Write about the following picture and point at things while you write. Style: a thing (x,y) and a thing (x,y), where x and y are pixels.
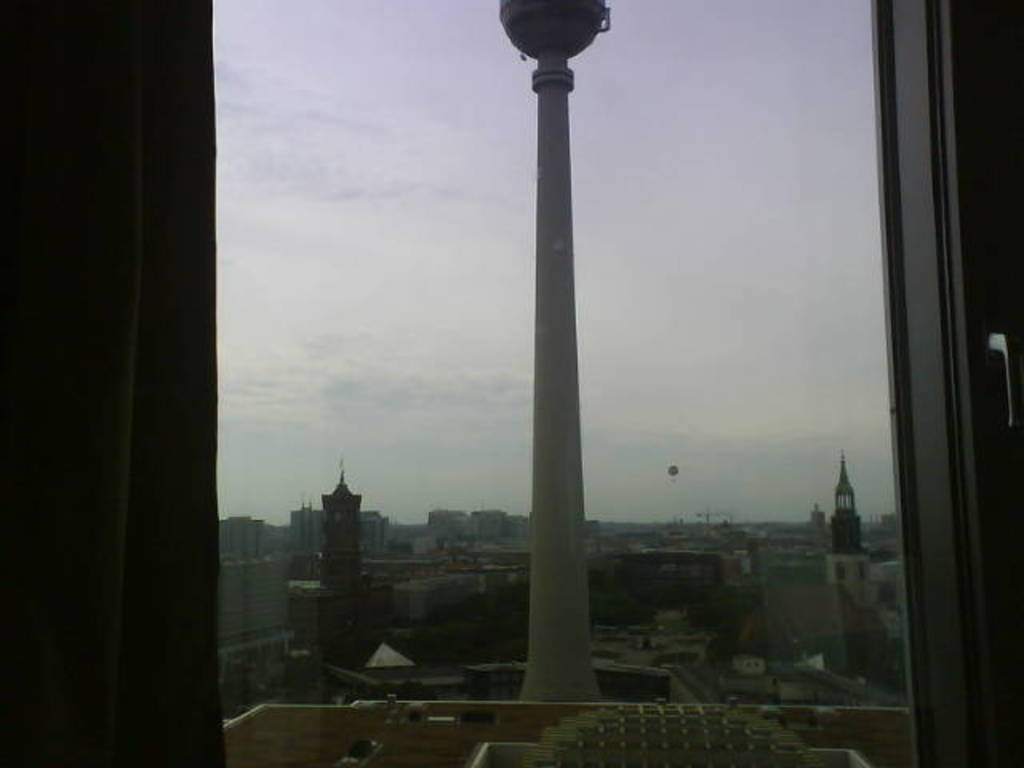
In this picture I can see the tower (565,5), buildings (537,736) and skyscrapers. On the roof (278,764) of the building (329,603) I can see some flags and poles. In the background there is a helium balloon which is supported by the ropes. At the top (599,110) I can see the sky (359,159) and clouds (297,99).
